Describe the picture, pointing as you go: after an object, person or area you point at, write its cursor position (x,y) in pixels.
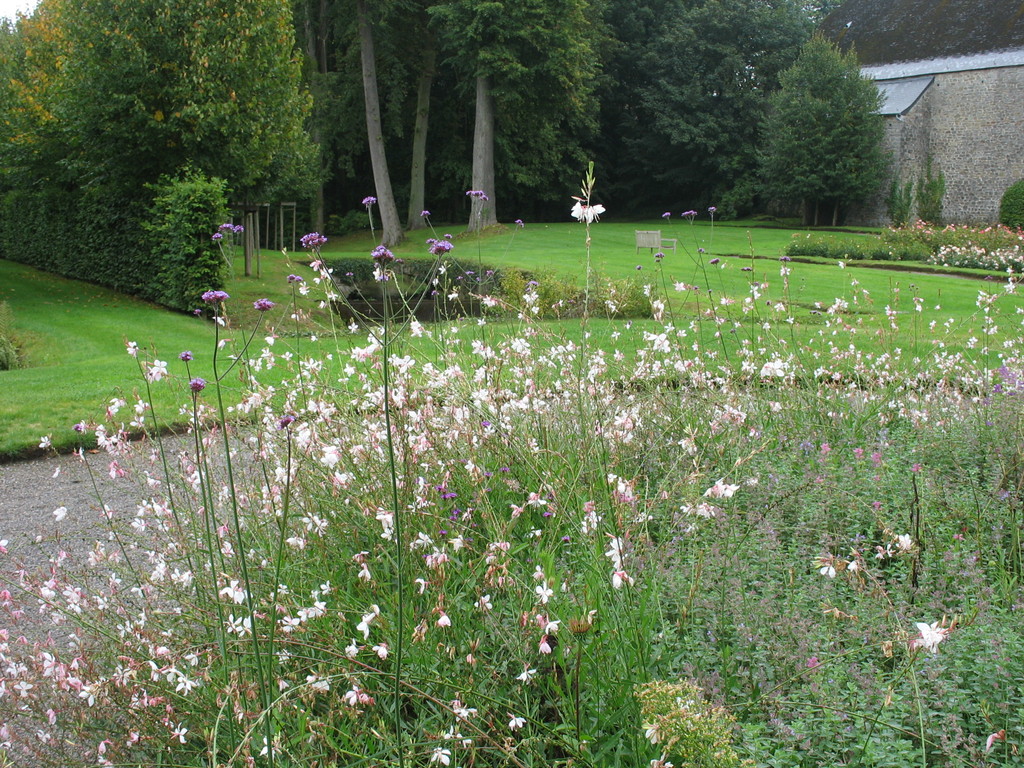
In this image I can see few flowers (591,367) in white and purple color, background (190,152) I can see trees (264,223) in green color, a building (937,130) in white and gray color and the sky (10,1) is in white color.
